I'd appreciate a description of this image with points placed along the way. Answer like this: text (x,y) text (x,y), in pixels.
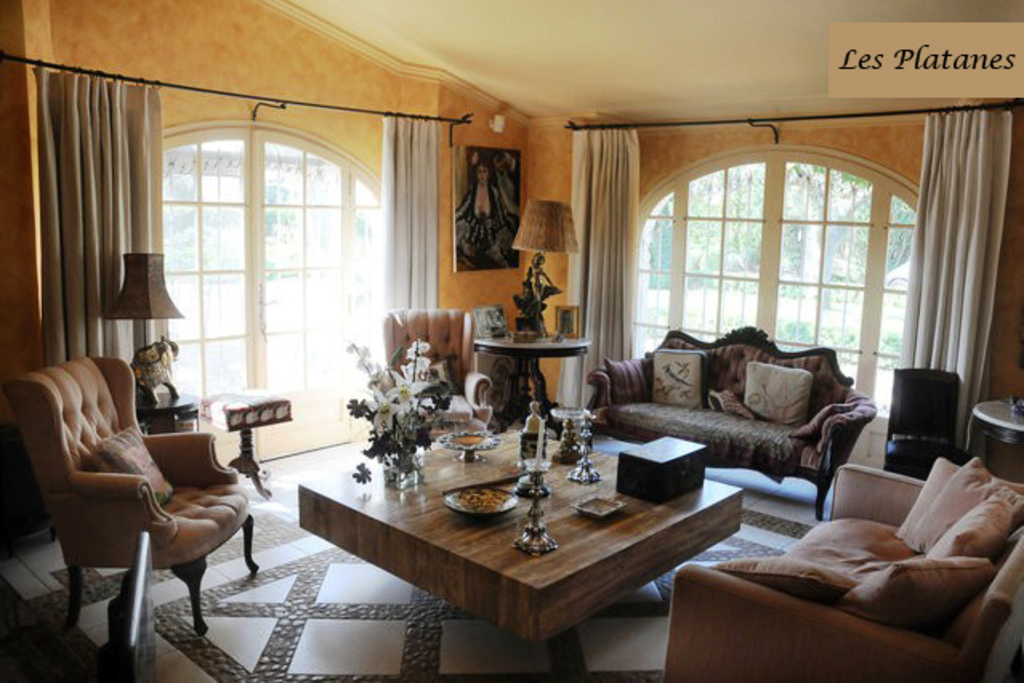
In this room (538,439) there is a table (578,488) on which some accessories (478,457) were placed. There is a sofa set (656,406). In the background (542,222) there is a lamp (539,238) placed on the table (532,347). There are some curtains (422,239) and a door (289,252) here.
